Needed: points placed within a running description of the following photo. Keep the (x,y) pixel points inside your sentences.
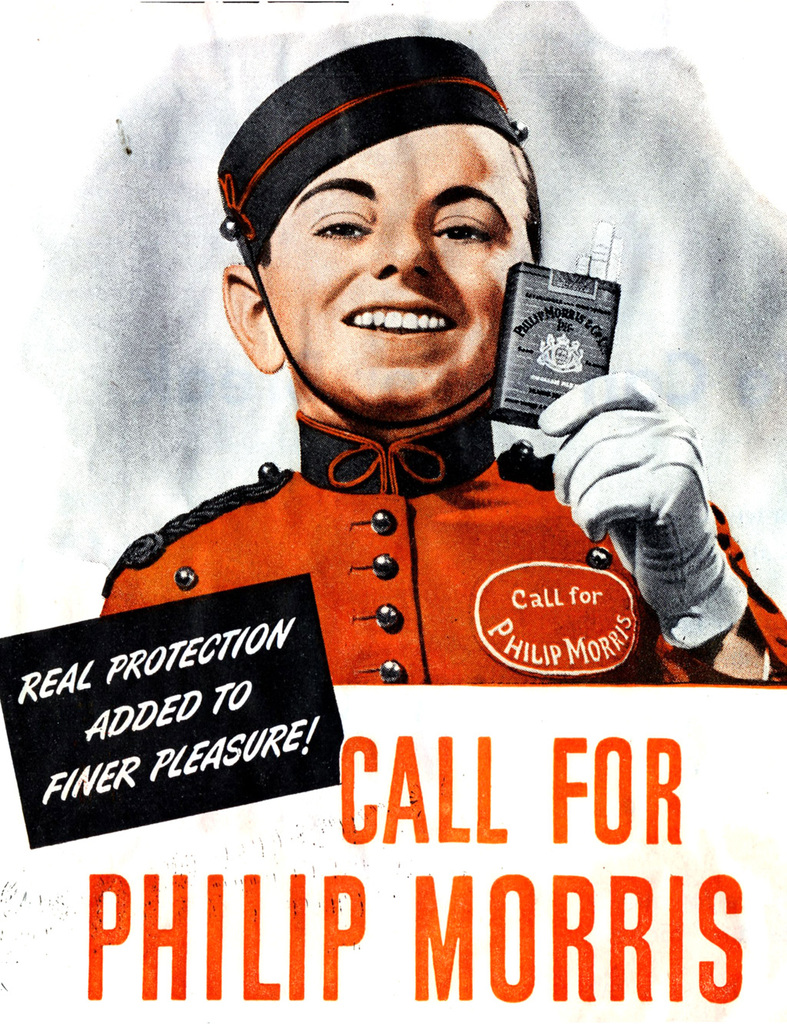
This is a poster. In this poster there is a person (364,448) wearing a cap (343,98) and glove (621,426) is holding something. Also something is written on the image.
